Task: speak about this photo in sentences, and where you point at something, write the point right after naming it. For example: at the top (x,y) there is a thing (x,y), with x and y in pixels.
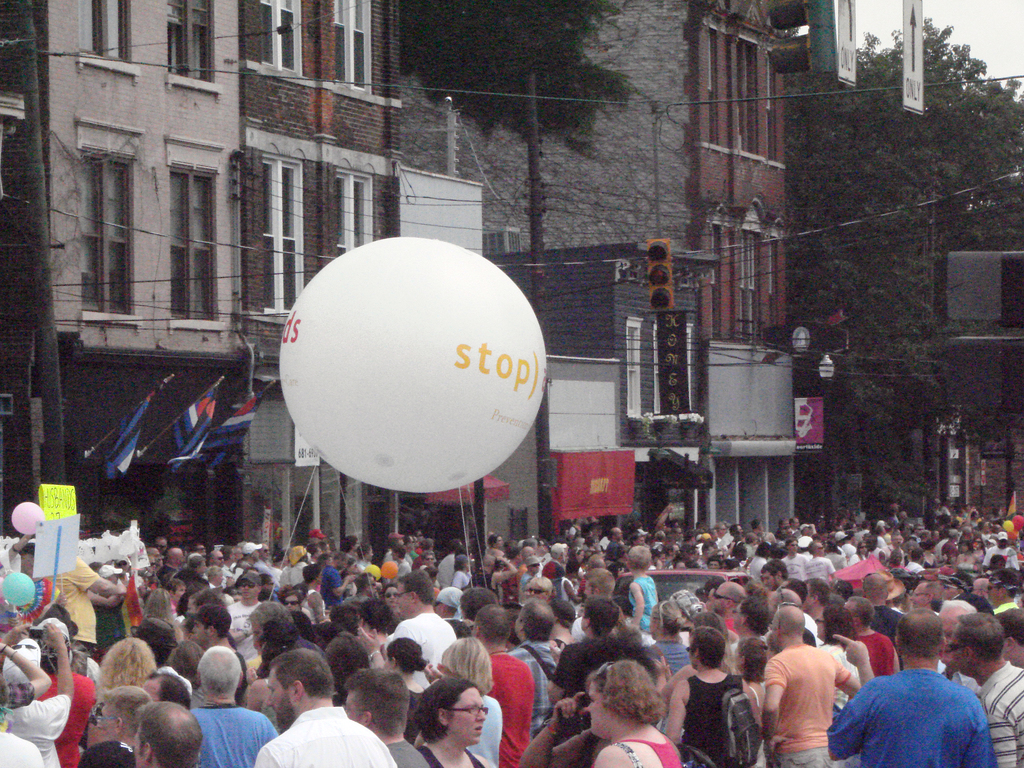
In this image in front (873,636) there are people (495,665). There are balloons (408,265), flags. There is a light pole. There are traffic lights (662,298), poles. In the background of the image (678,320) there are trees (838,339), buildings (429,204), directional boards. At the top of the image (1004,29) there is sky (1010,45).
